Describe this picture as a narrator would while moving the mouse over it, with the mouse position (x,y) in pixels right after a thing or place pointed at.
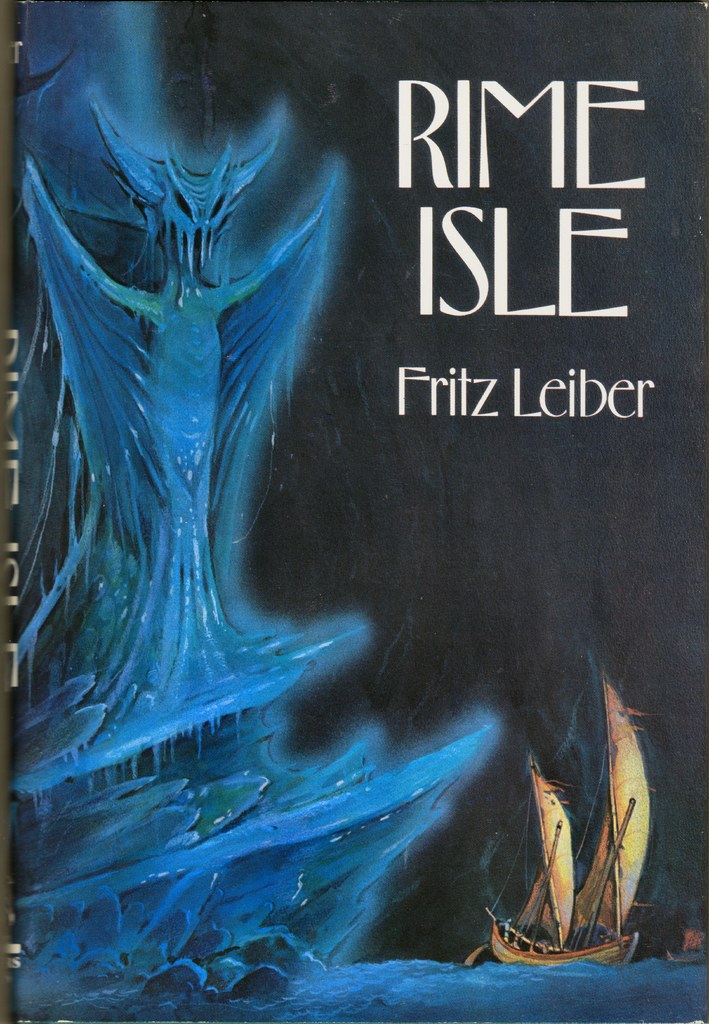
In this image we can see a poster (343,749), on the poster (484,963), we can see the boats (540,803), water (361,1002) and some text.
